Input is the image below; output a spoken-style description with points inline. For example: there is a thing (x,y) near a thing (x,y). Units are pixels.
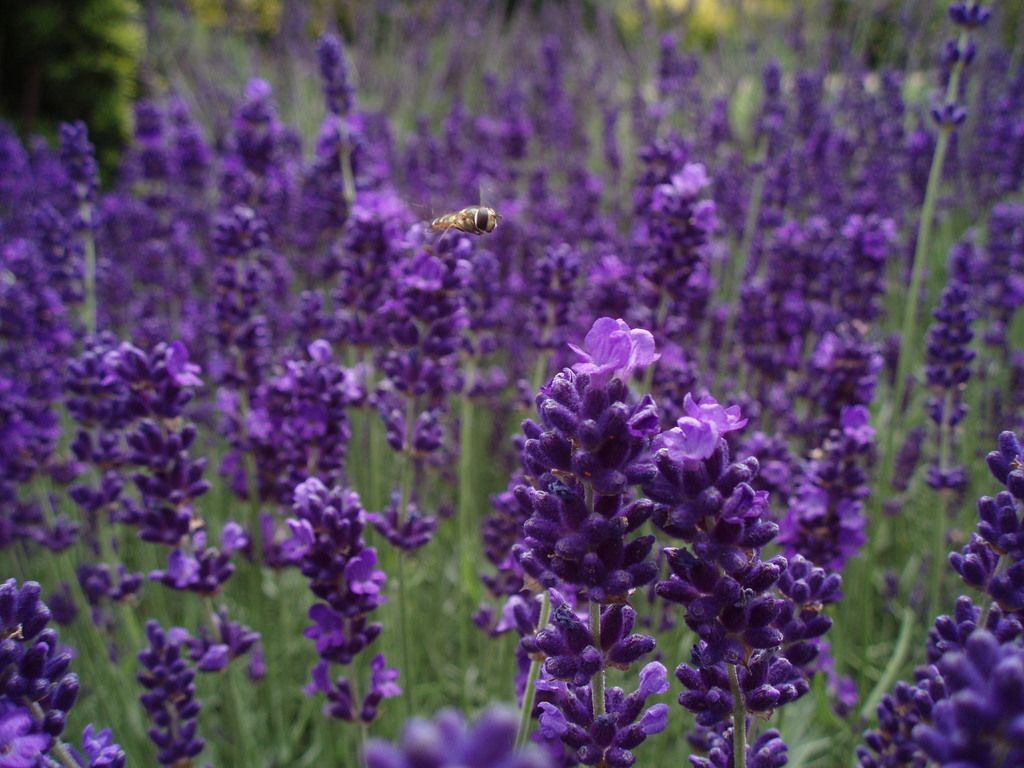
In this picture we can see purple flowers (703,469) and an insect (485,197) flying in the air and in the background (71,36) we can see trees (48,94) and it is blurry.
